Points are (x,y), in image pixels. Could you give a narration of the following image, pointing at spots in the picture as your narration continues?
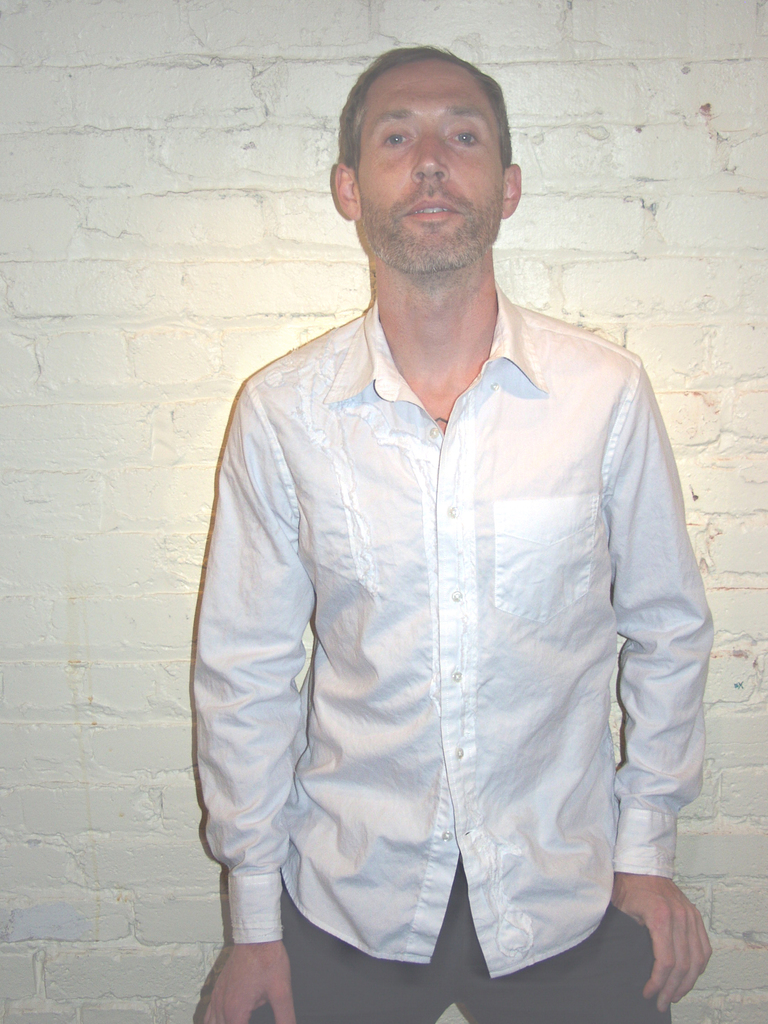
In this image I can see a person (472,473) standing and wearing white and black dress (579,548). I can see a white wall (172,202).
